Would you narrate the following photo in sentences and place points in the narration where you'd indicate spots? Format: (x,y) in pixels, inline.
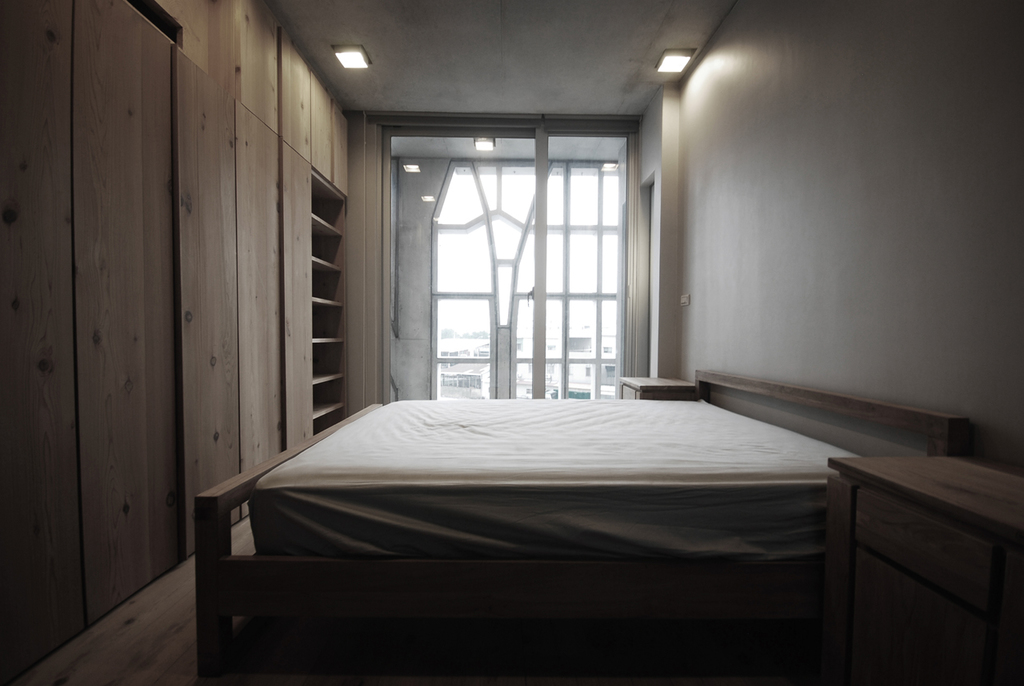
In this picture i could see a cot (449,484) and a bed (468,463) on cot (497,448) and there are many wooden cabinets (281,270) to the left side (244,325) and window (493,274) in the back ground (578,224).
